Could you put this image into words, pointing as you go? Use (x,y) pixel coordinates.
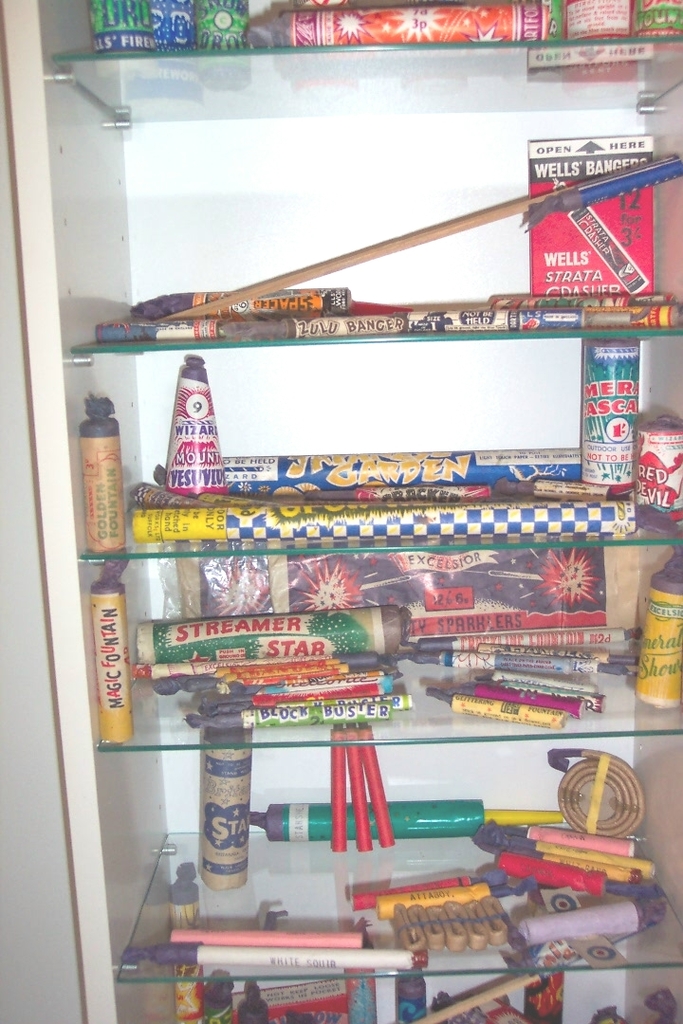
In the picture there are different types of crackers (438,699) kept in each shelf (416,728) of the cabinet (140,350).
